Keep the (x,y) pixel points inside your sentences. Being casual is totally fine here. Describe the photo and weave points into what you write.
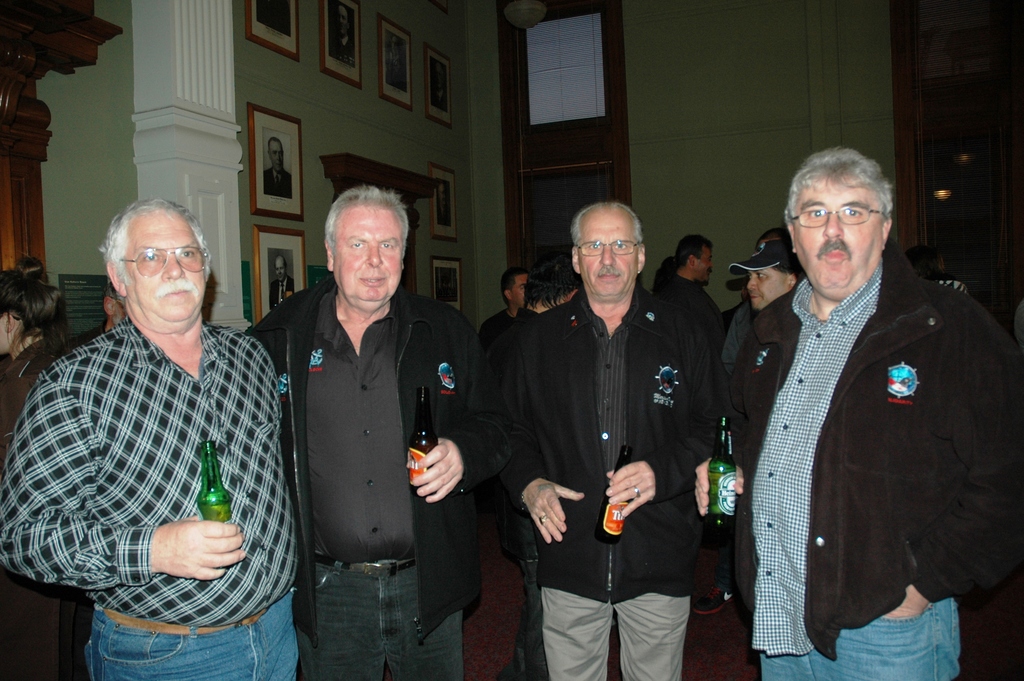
This is the picture of a room (825,263). In this image there are group of people (552,462) standing and holding the bottles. At the back (484,319) there are group of people (502,320) standing. There are frames (397,40) on the wall (490,243). On the left side of the image (167,129) there is a pillar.
